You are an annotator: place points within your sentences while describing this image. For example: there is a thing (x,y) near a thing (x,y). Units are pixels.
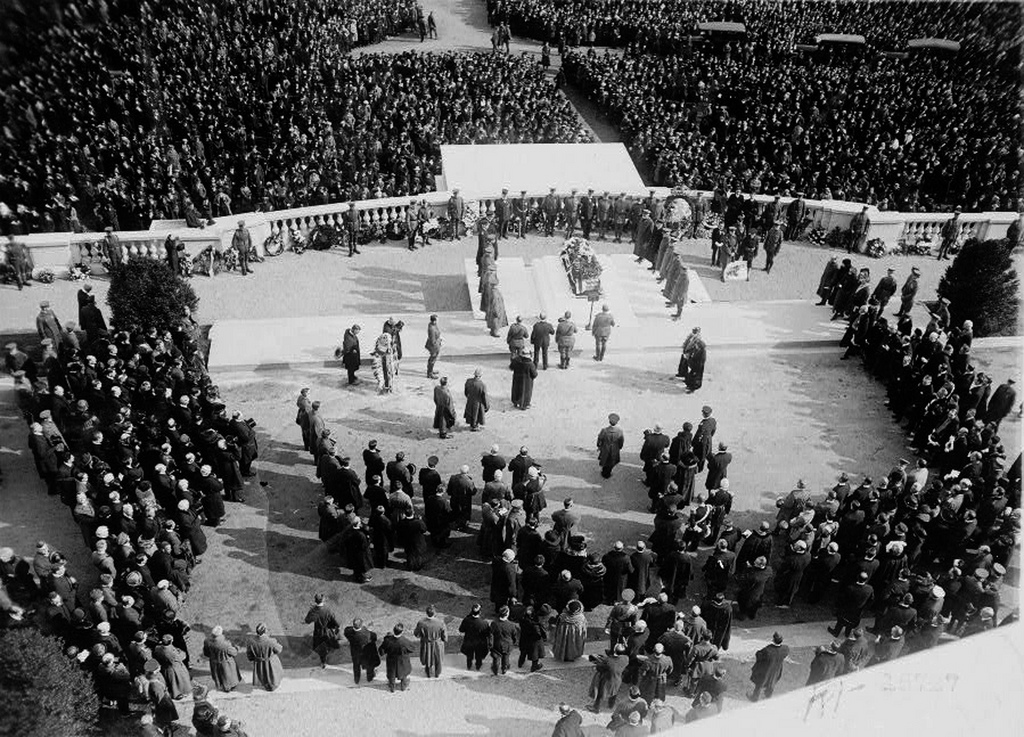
It is a black and white picture. In the center of the image (431,349) we can see a group of people (713,512) are standing and few people (499,552) are holding some objects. And we can see a few people (723,563) are wearing caps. And we can see the fences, trees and a few other objects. In the background (443,141) we can see the vehicles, few people (746,114) are standing and a few other objects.
